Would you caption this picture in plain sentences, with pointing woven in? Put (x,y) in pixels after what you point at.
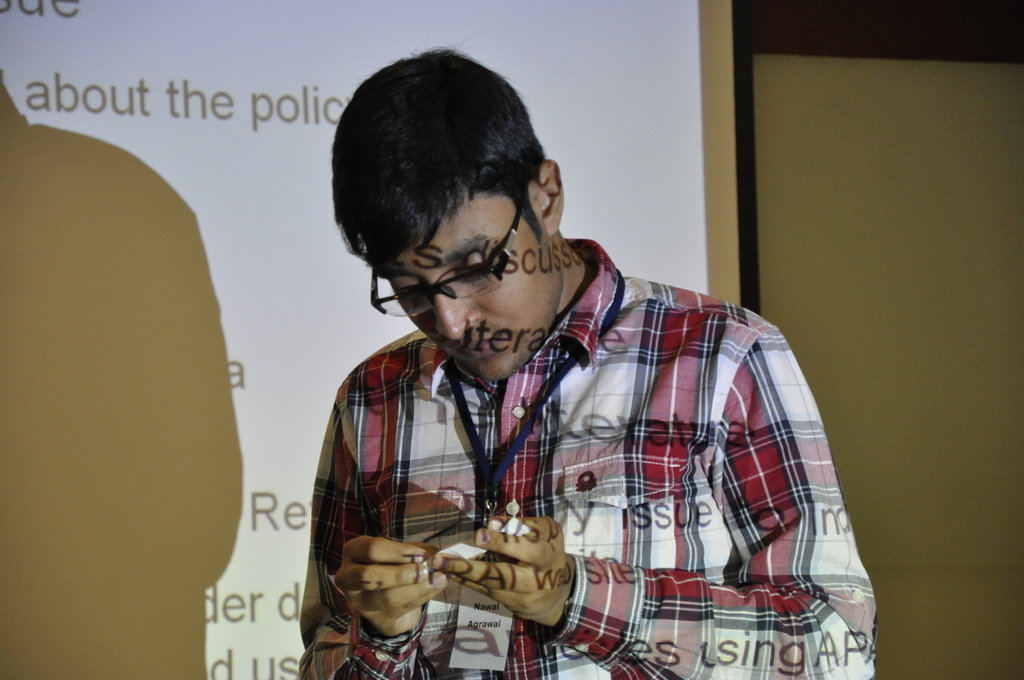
In this picture we can see a man (347,388) wearing spectacles (483,282) and holding a paper (531,532). We can see the reflection of letters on his body (480,240). In the background (450,33) we can see a projector screen (653,148).
